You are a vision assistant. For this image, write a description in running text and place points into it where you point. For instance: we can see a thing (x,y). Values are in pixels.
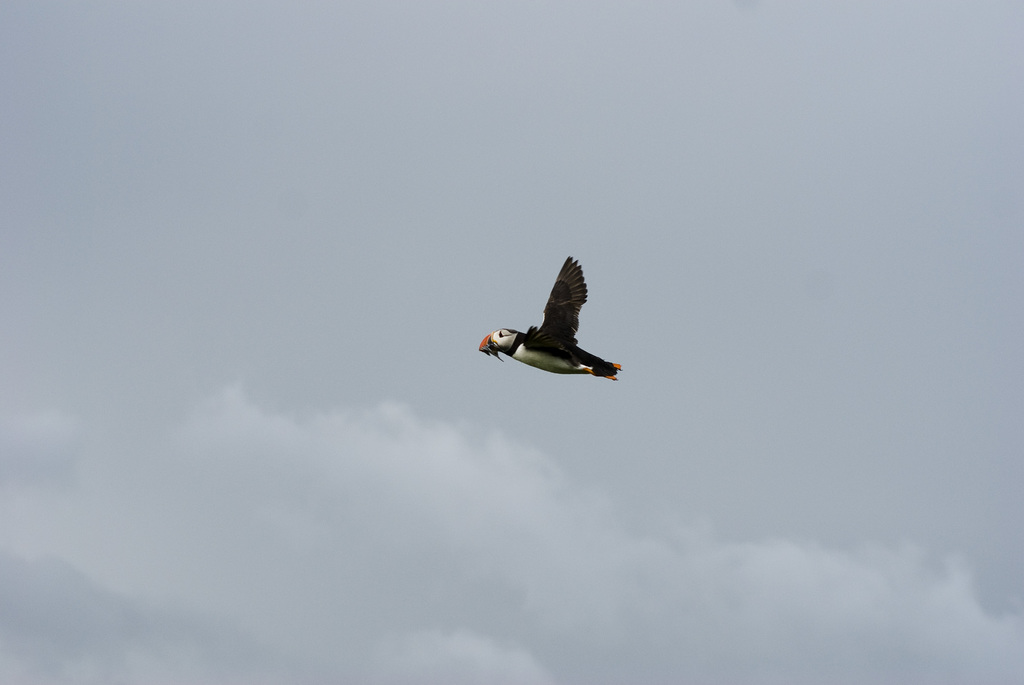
In this image I see a bird (575,317) which is of white and black in color and in the background (678,338) I see the sky (179,316).
